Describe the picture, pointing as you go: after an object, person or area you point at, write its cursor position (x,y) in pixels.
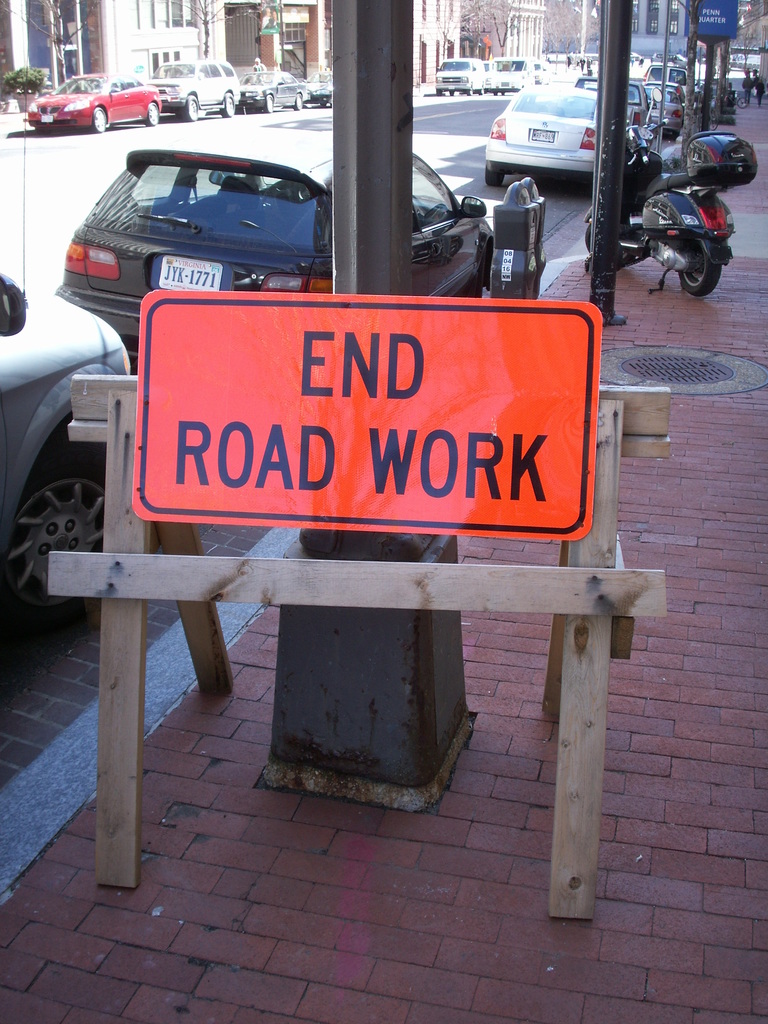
In this image I can see few buildings (157,18), windows (157,18), trees (5,82), boards (223,322), poles (333,30), few objects (120,484) and few vehicles (292,213) on the road (182,125).
